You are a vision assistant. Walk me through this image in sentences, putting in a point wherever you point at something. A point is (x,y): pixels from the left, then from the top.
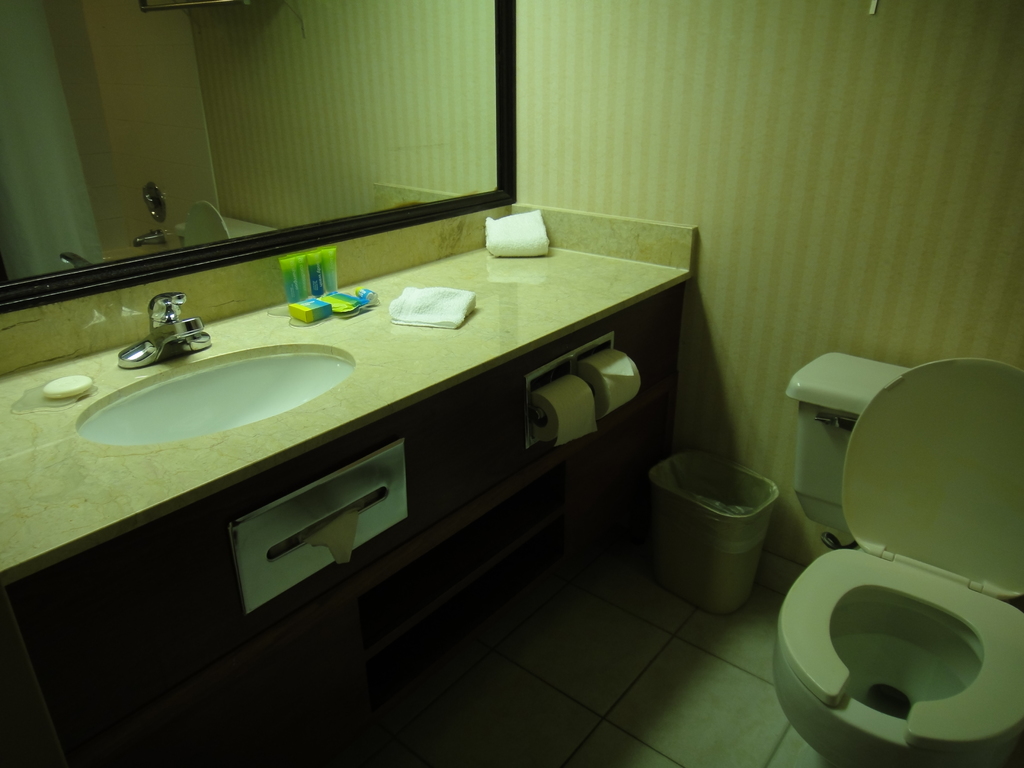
In this image we can see a bathroom (601,393), there is toilet (886,546), we can see a mirror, sink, tap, soap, toilet paper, dustbin (757,532), towels (497,247).
